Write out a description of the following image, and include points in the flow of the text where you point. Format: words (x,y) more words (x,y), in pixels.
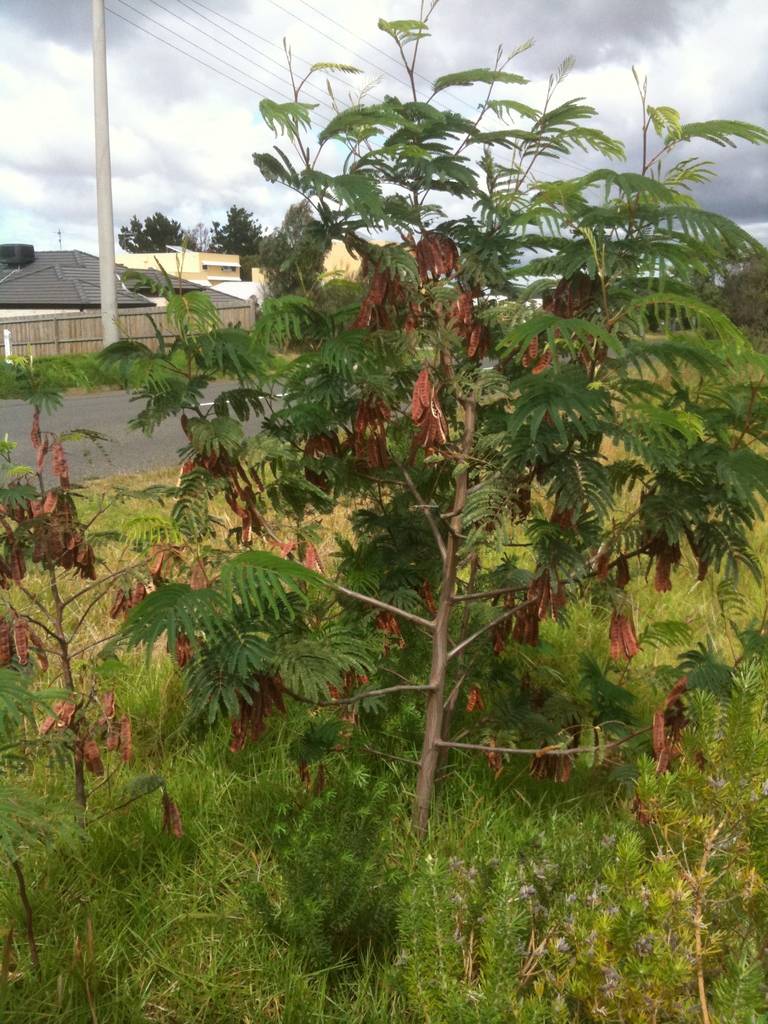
In the image we can see there are plants (478,398) and trees (360,472) on the ground (202,890). The ground (93,896) is covered with grass (265,743) and behind there are buildings (48,292). There is an electric pole (95,65) on the ground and there is a cloudy sky (205,126).
